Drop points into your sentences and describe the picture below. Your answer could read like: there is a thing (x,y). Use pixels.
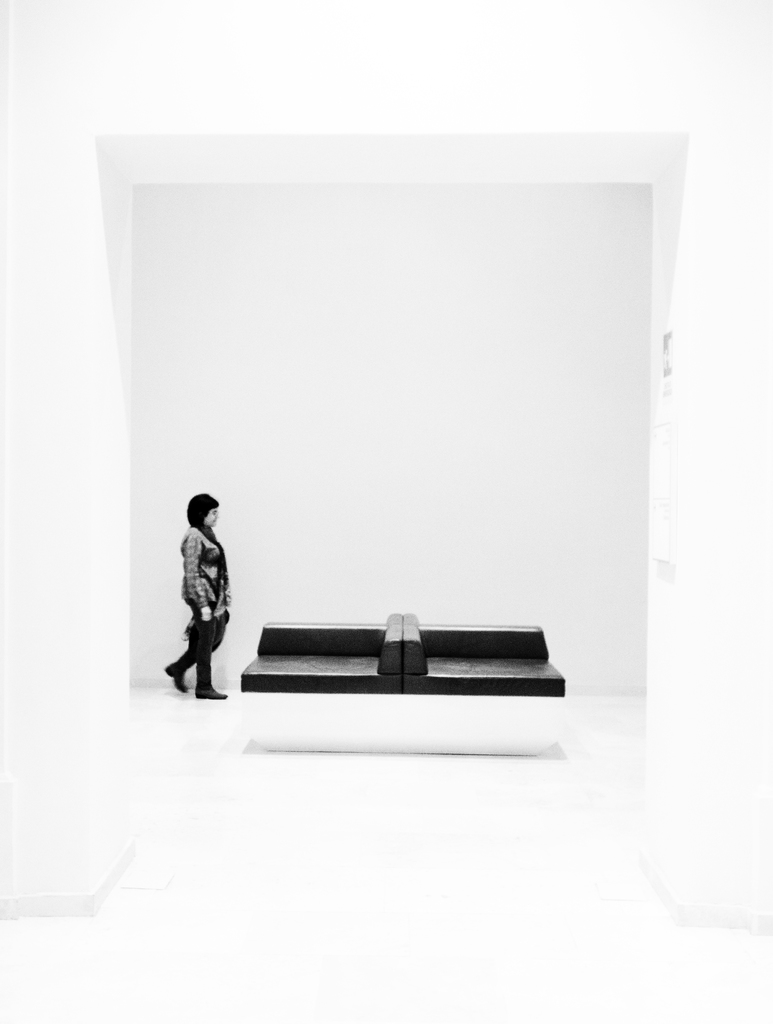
In this image I can see a woman (208,639) is standing on the floor (194,722) and I can see a couch (287,651) in front of her which is white and black in color. In the background (440,501) I can see the white colored wall (401,385).
